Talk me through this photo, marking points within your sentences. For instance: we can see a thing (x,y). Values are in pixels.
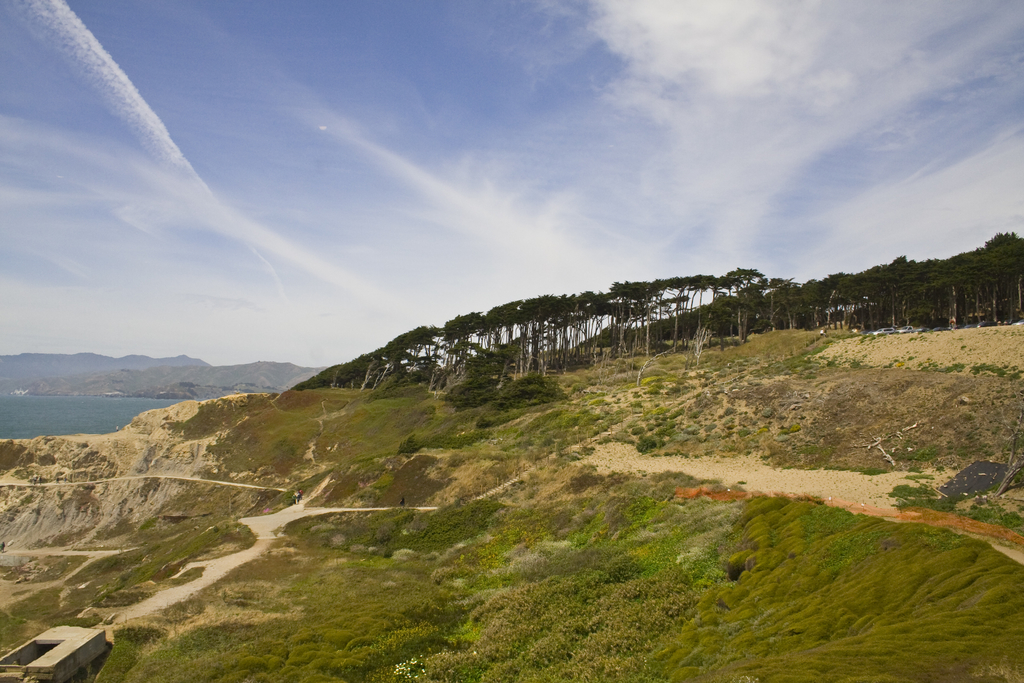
In this picture I can see grass (537,436), plants (555,426) and trees (692,325). On the left side (236,366) I can see water (124,404), mountain (149,366) and the sky (196,313) in the background (232,275).
